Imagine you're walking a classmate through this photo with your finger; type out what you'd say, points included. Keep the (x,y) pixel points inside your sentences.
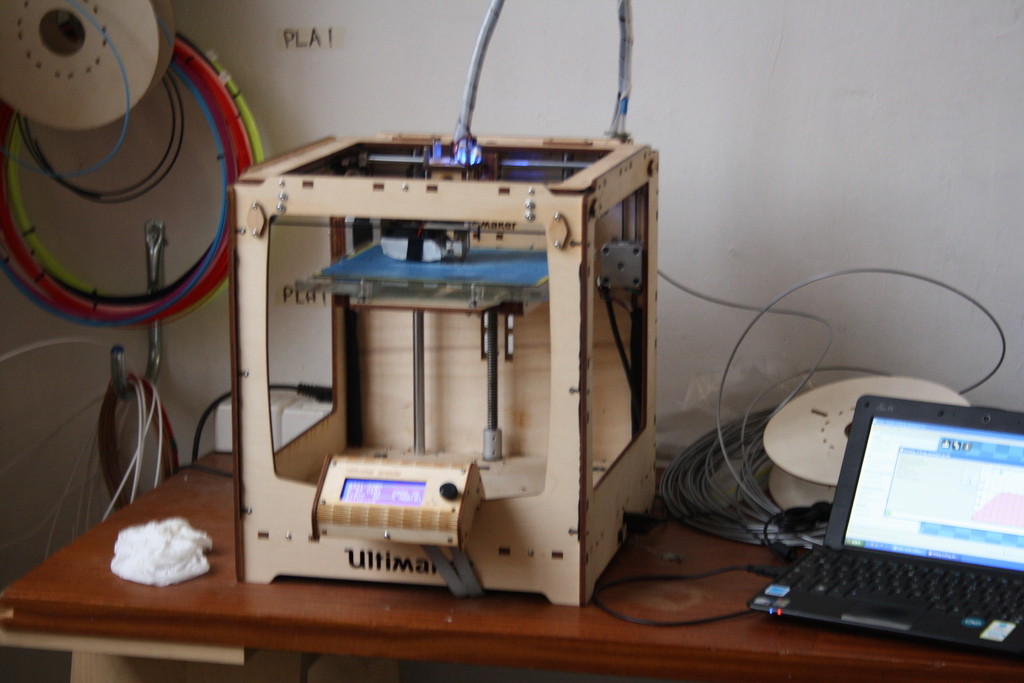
In this image we can see a table (154,599). On table (404,608) machine (519,538), wires (755,510), laptop (925,569) and white color thing (138,554) is present. Left side of the image (104,464) wires (108,450) are present. Behind the table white color wall (756,90) is there.
